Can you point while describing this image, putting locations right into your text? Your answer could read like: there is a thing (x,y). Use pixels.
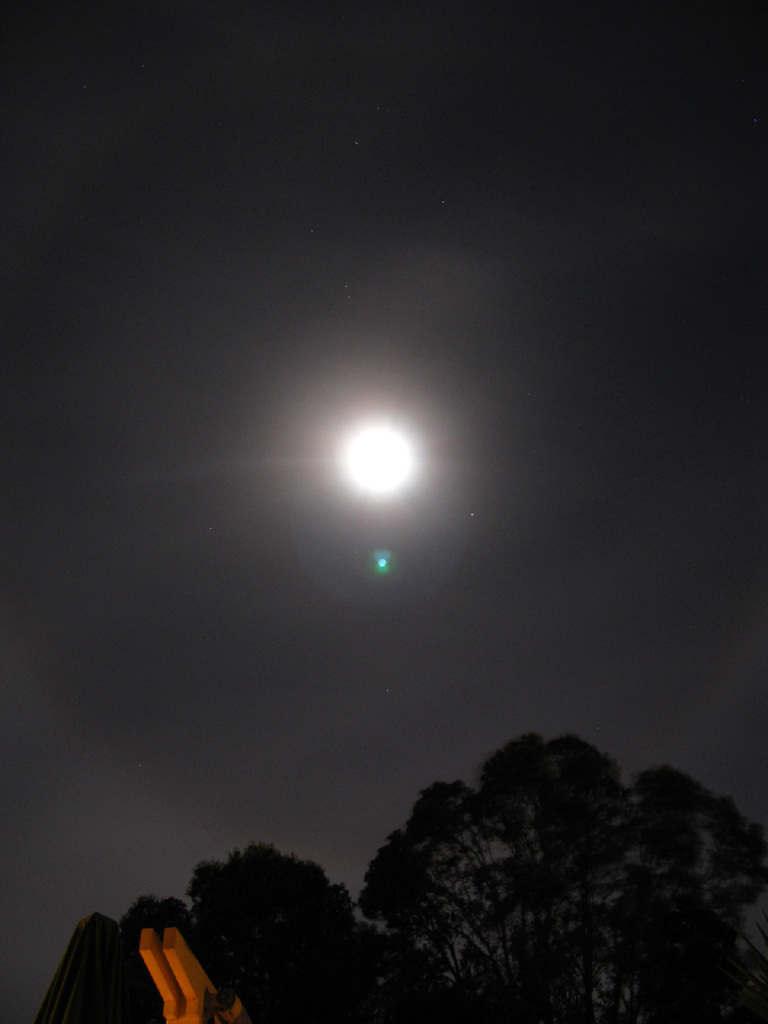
In this picture there are trees (565,958). At the top (190,15) there is sky (153,382) and there is a moon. At the bottom left (84,1008) there are objects (73,1015).
